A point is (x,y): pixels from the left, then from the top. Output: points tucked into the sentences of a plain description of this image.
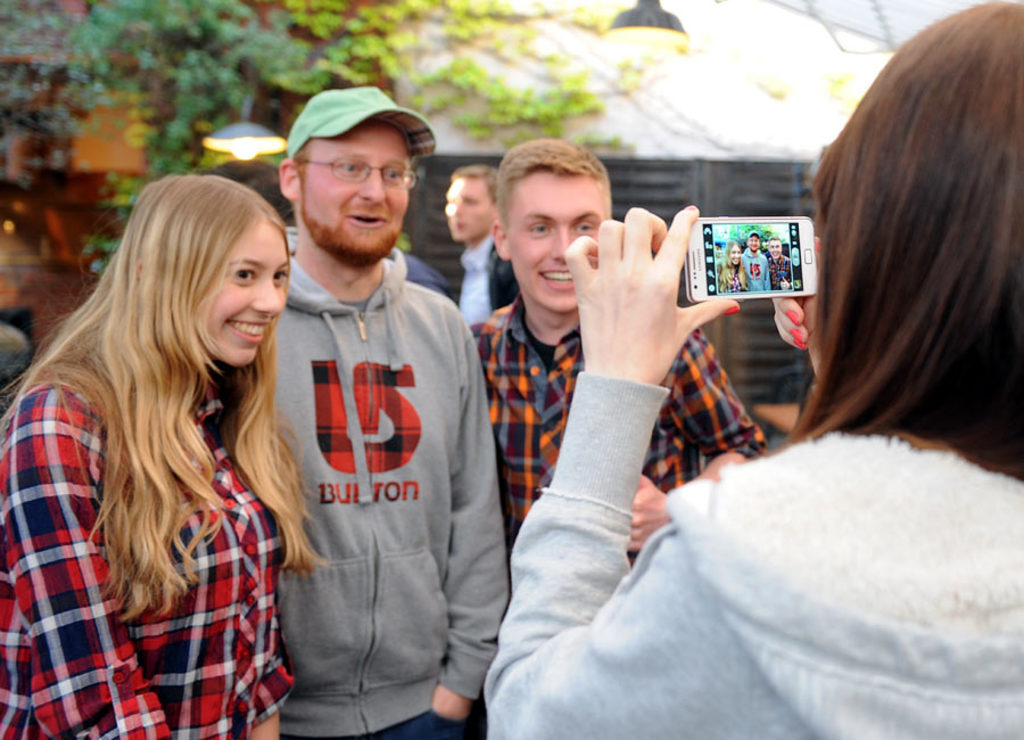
In front of the image there is a person (633,340) holding the mobile (810,289). In front of her there are three people (418,419) having a smile on their faces (544,274). Behind them there are a few other people (476,311) standing. In the background of the image (460,81) there are lamps (666,23), trees (508,88) and a building (544,85).
